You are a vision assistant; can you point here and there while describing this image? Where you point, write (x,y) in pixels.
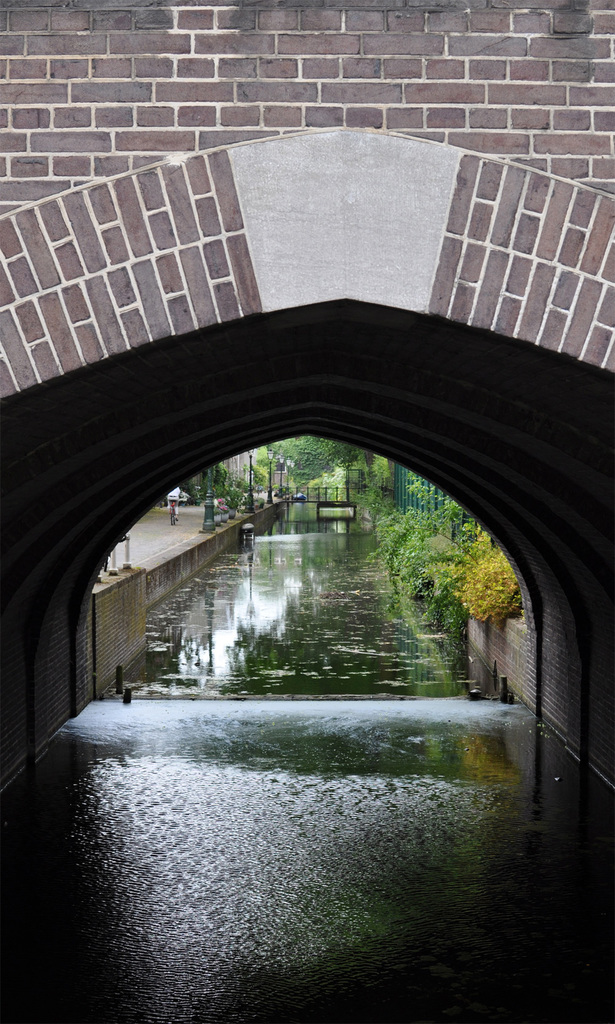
In this image we can able to see a bridge (160,171) which is built with bricks (343,77) and we can able to see some bushes (414,545) here, and there is a road (165,538) and there is a person (175,492) who is riding cycle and there is a canal (258,617) flowing here.
